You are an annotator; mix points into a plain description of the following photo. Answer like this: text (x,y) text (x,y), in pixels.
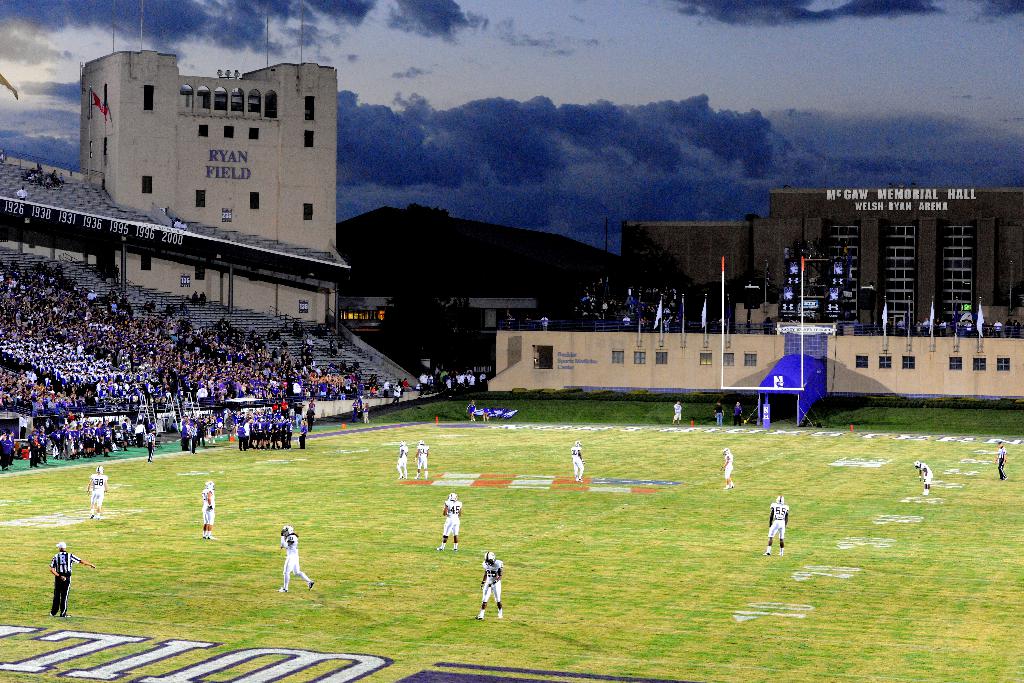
This picture is taken inside a playground (557,572). In this image, we can see a group of people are playing the game. On the left side (119,394), we can see a group of people (114,386), few people (197,390) are sitting and few people (301,396) are standing. In the background (312,282), we can see buildings (889,296), flags (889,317), poles (909,315). At the top (568,106), we can see a sky (603,105) which is cloudy, at the bottom (568,504), we can see a grass (333,520).
